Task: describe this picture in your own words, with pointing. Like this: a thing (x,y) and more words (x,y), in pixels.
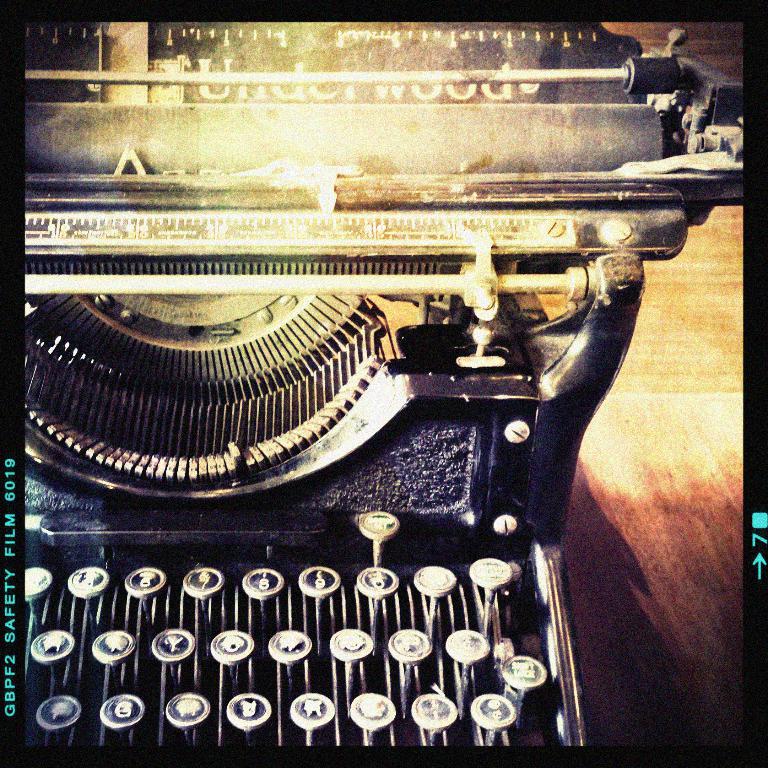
In this picture we can see typewriter (478,657) on the table (599,645). On the left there is a watermark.
